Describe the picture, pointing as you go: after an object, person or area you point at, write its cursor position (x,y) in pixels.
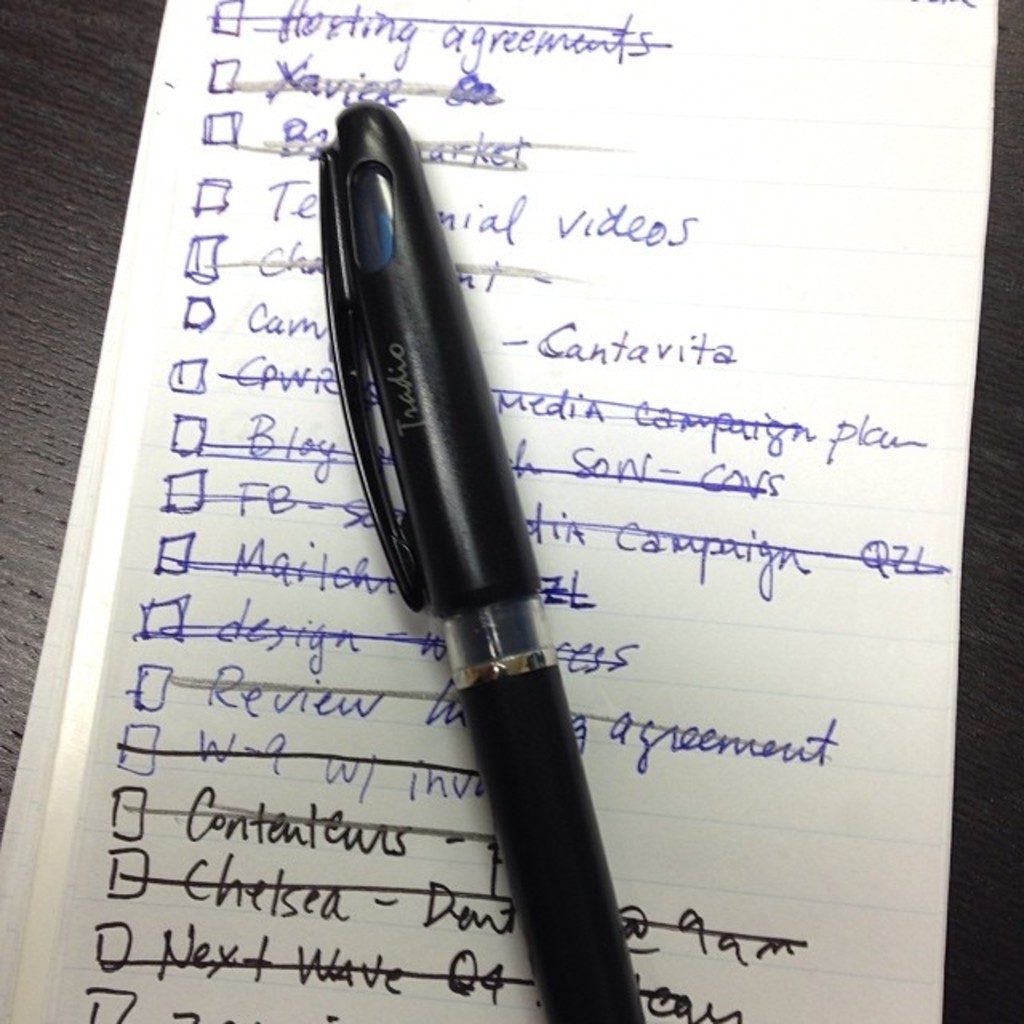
In this image, we can see a pen (502,838) on a paper (266,804). On the paper (288,691), we can see some text (245,965). On the right side (989,479) and left side (19,396), we can see wooden surface (15,604).
